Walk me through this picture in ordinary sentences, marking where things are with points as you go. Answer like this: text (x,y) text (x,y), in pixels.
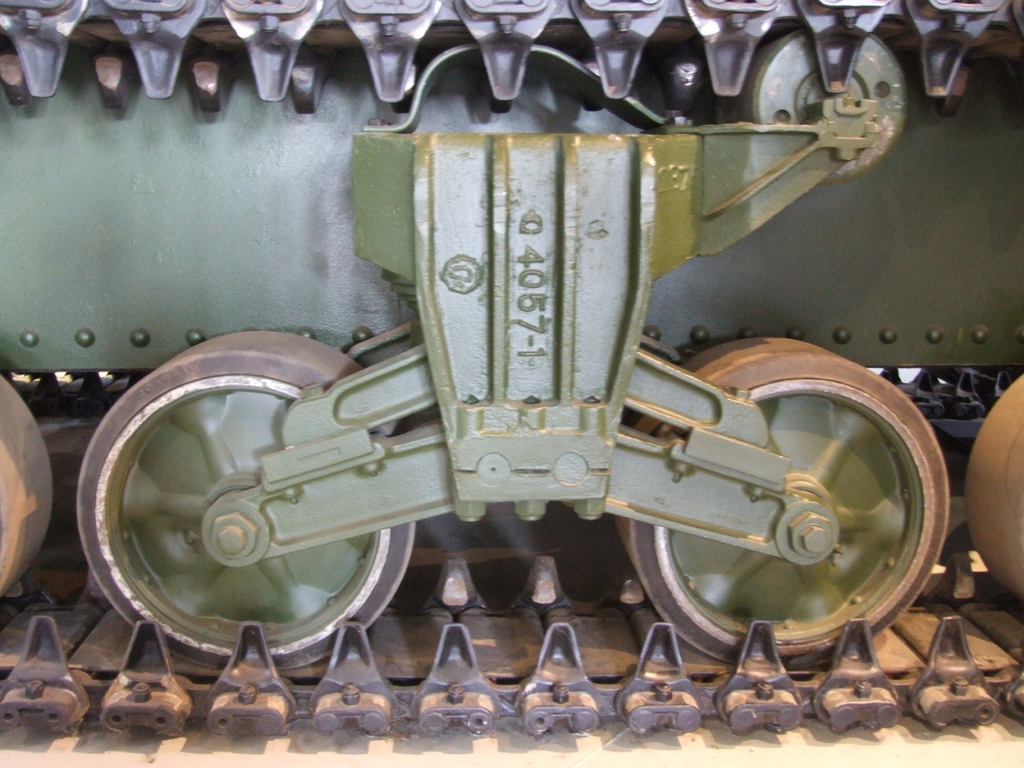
This image consists of a vehicle (451,504). It looks real. At the bottom (240,692), there is wheel chain (700,698) along with wheels (862,438). It looks like a tank (273,409).
